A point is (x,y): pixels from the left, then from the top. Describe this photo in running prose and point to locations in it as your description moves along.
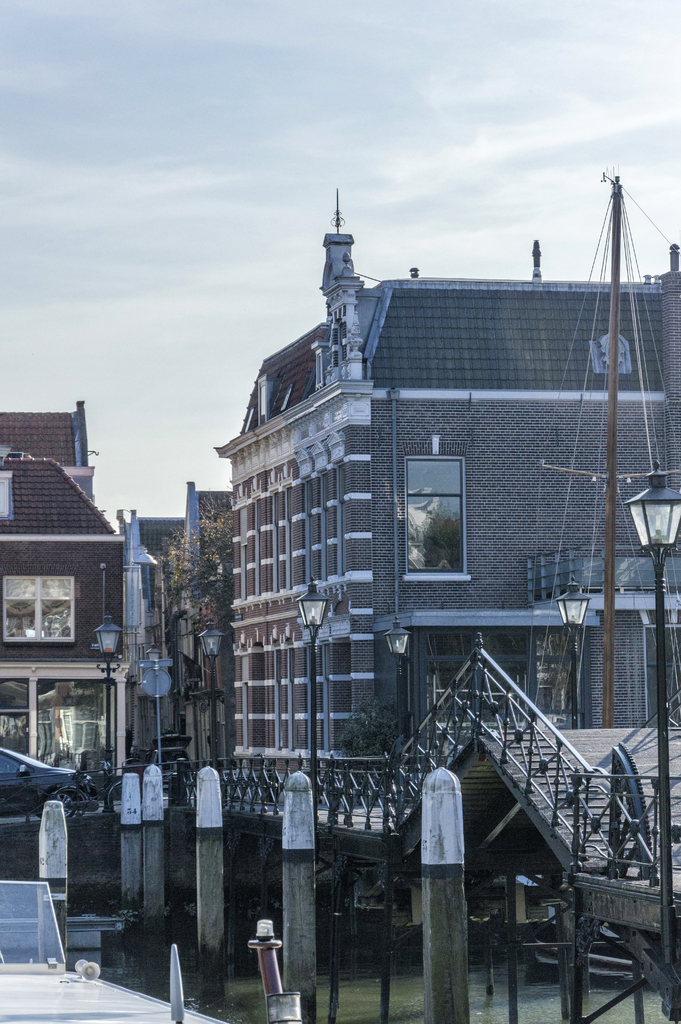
In this image I can see the water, background (342,560) I can see few light poles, stairs (680,801), buildings (131,663) in brown and gray color, few glass windows (421,539) and the sky (476,177) is in white color.
